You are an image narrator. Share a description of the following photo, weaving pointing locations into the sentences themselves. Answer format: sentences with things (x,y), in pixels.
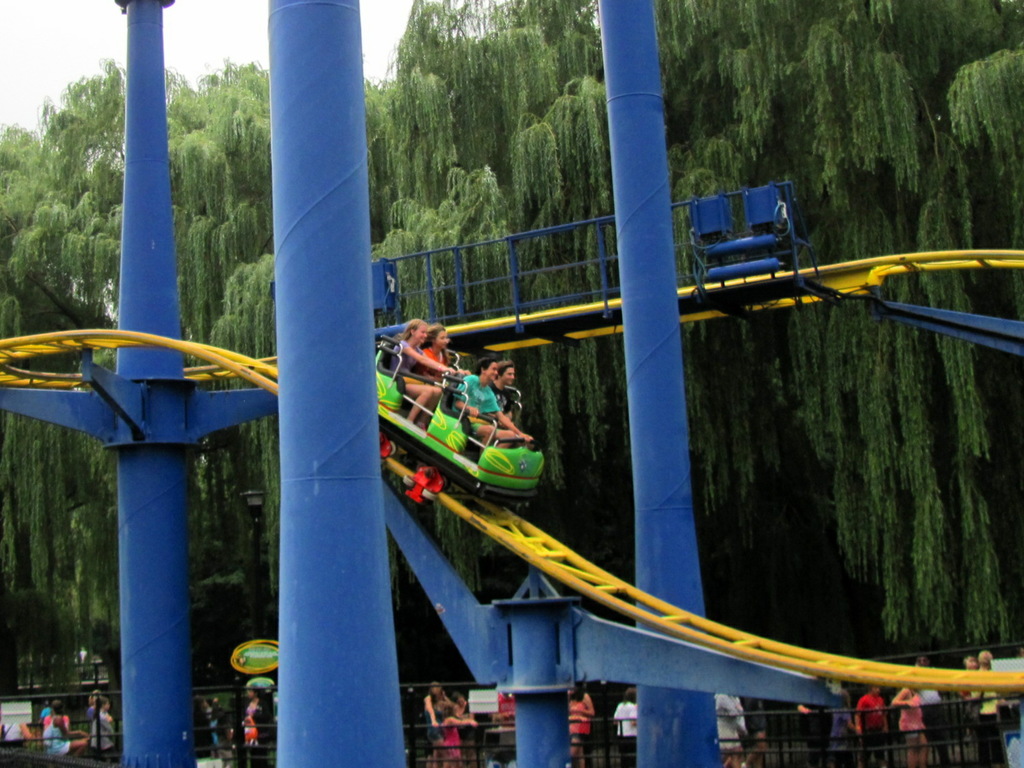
This image consists of rides (469,521). There are some people (911,736) at the bottom (22,728). There are trees (18,131) at the top (523,184). There some people (481,369), who are doing rides (479,449).
